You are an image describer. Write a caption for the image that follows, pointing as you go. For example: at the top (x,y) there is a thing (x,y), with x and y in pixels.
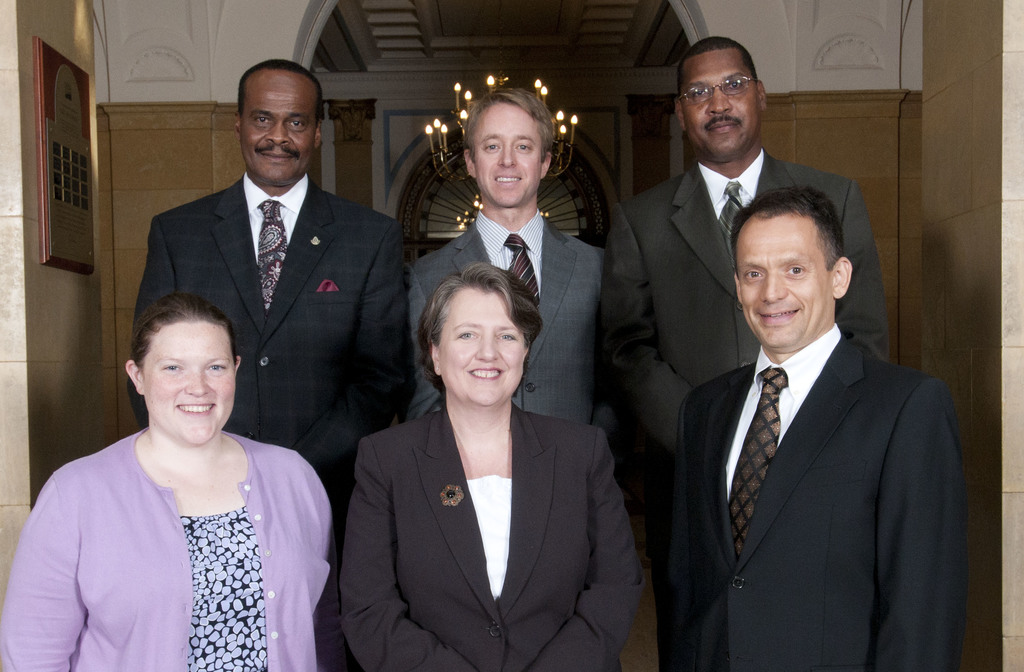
In this image in the front (317,313) there are persons (278,317) standing and smiling. On the left side of the wall (87,279) there is a frame (46,235). In the background (451,135) there are candles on a stand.
